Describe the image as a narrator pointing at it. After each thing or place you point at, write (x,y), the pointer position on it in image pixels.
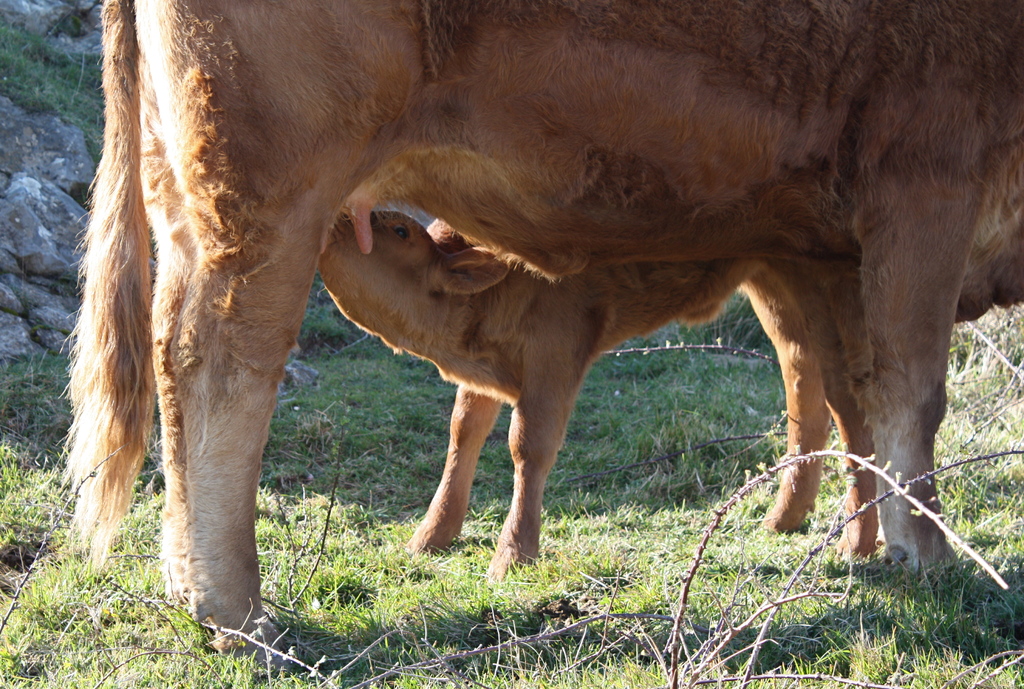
In the center of the image (535,312) we can see two animals (510,187). In the background of the image (57,233) we can see some rocks (58,192). At the bottom of the image (594,583) we can see the grass (648,573) and sticks (712,661).
